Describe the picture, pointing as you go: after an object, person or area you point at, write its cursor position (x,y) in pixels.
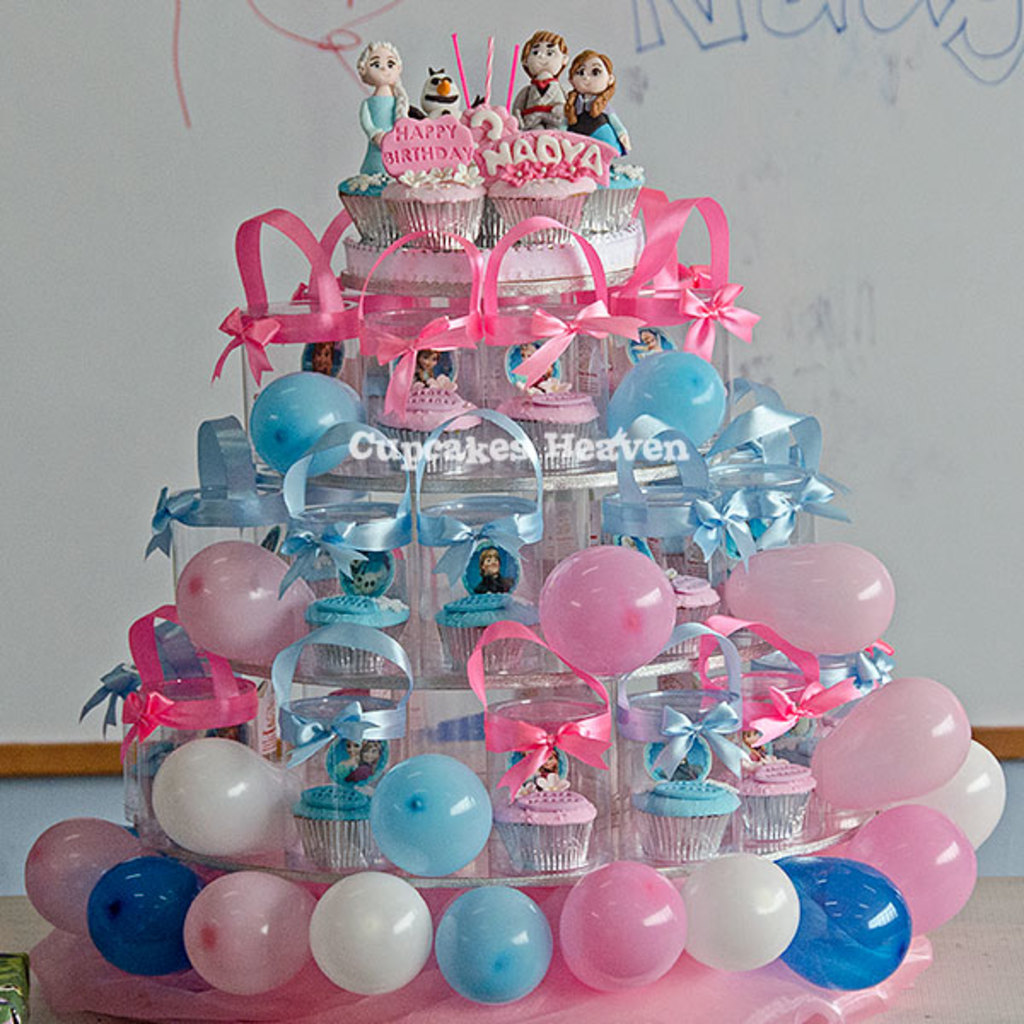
In this picture I can see number of cupcakes (428,382) and I see balloons (314,419) which are of blue, pink and white in color and I see a cake (375,90) of cartoon characters (381,106). In the background (722,117) I see the white color board (501,52) on which there is something written.
